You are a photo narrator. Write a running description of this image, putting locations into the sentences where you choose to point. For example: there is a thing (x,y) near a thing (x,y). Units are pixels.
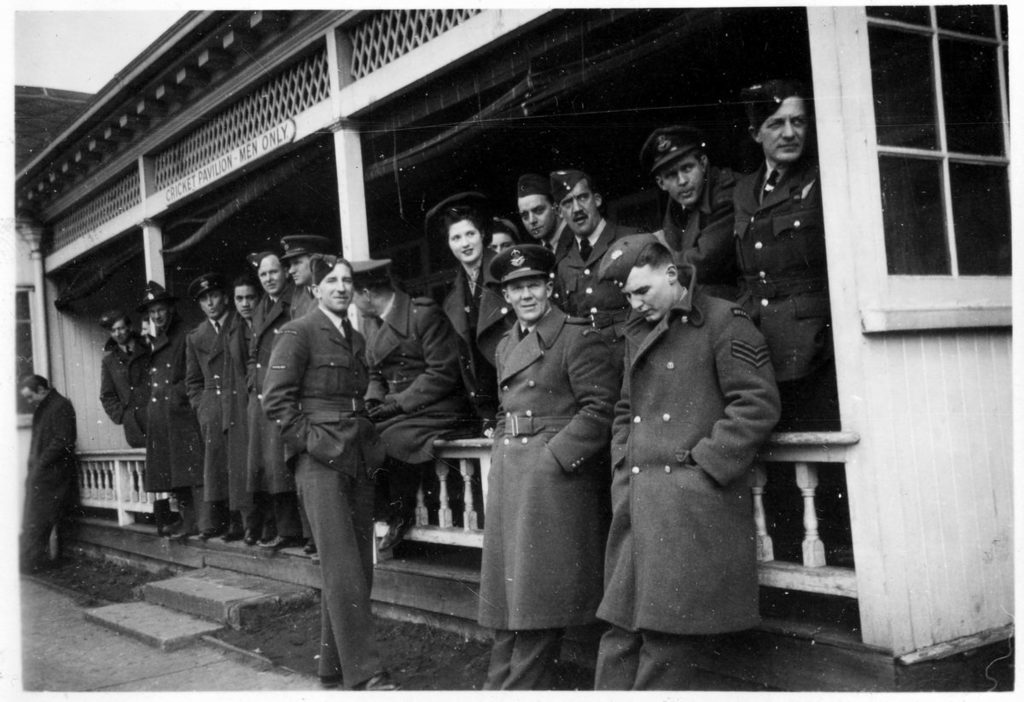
This is a black and white image. In the foreground of the picture (560,256) there are lot of people (574,281) standing in a building (863,344). On the right (973,87) there is a window (955,106). At the top (163,70) it is roof (135,151). On the left (219,587) there is staircase (195,588). In the center (475,452) there is railing (468,479). On the left (61,475) there is a person (45,446), a pipe (40,260) and a window (30,333).
